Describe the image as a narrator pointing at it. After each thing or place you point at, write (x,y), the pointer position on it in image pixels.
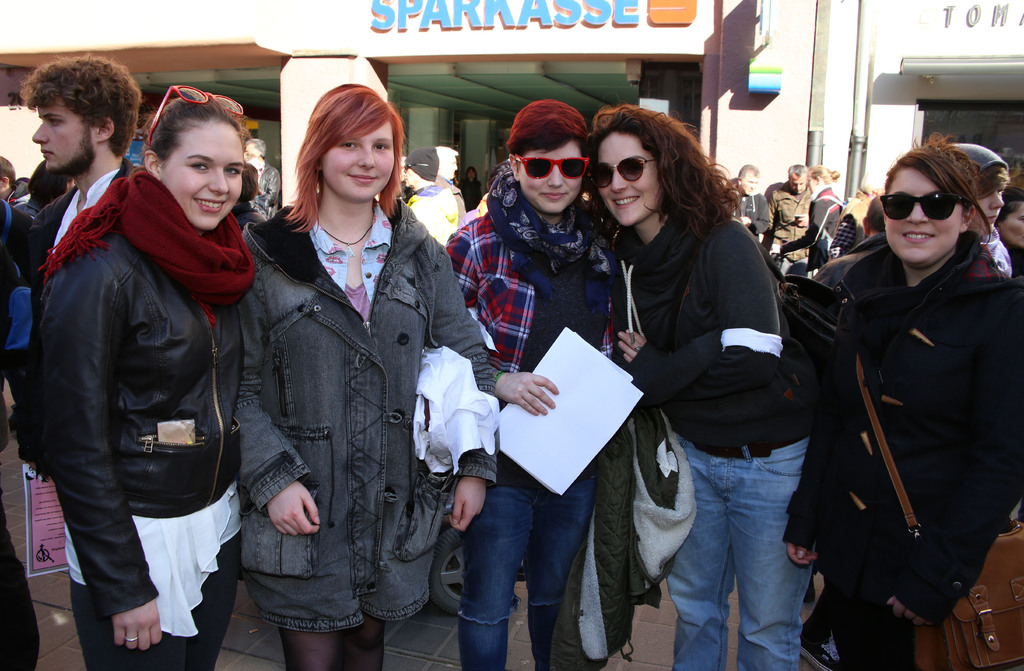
In this picture there are group of people (982,339) standing and smiling and there is a woman (511,303) standing and smiling and she is holding the papers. At the back (263,157) there are group of people (114,164) and there is a building (590,80) and there is text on the wall (762,40) and there is a board (775,79) and pipe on the wall (770,104). At the bottom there is a floor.
